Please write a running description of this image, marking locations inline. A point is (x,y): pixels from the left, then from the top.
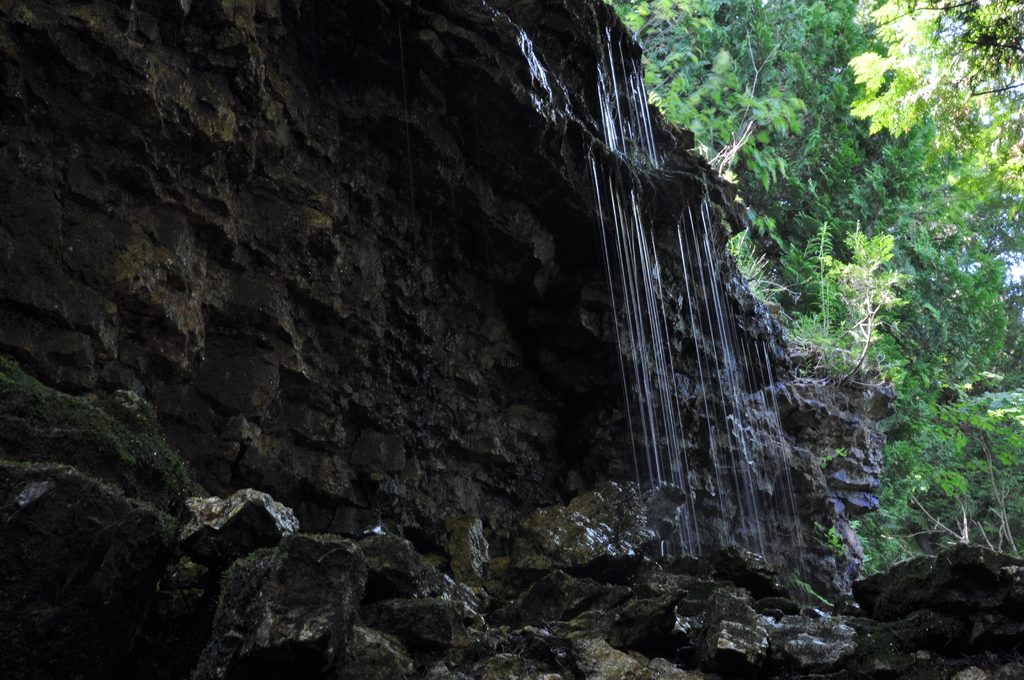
In this image we can see waterfall (721,429) and trees (943,412).
